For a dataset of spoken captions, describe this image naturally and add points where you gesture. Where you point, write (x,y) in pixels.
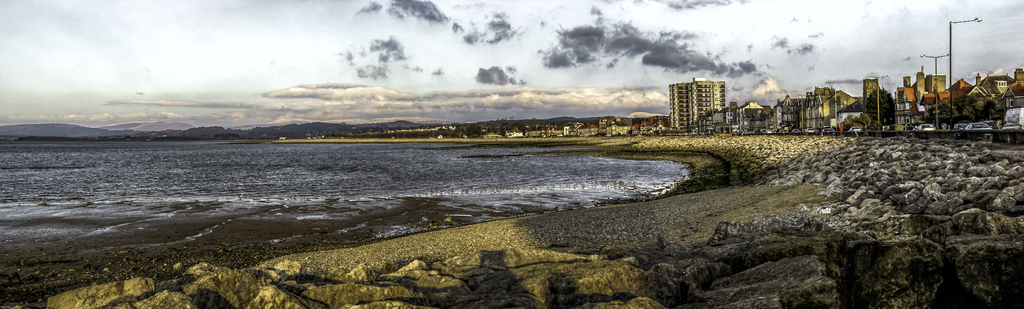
On the right side of the image (691,104) there are buildings (919,102) and poles (949,102). On the left side of the image (174,181) there is a river (391,171). In the background (208,83) there are mountains (69,125) and a sky (368,56).
